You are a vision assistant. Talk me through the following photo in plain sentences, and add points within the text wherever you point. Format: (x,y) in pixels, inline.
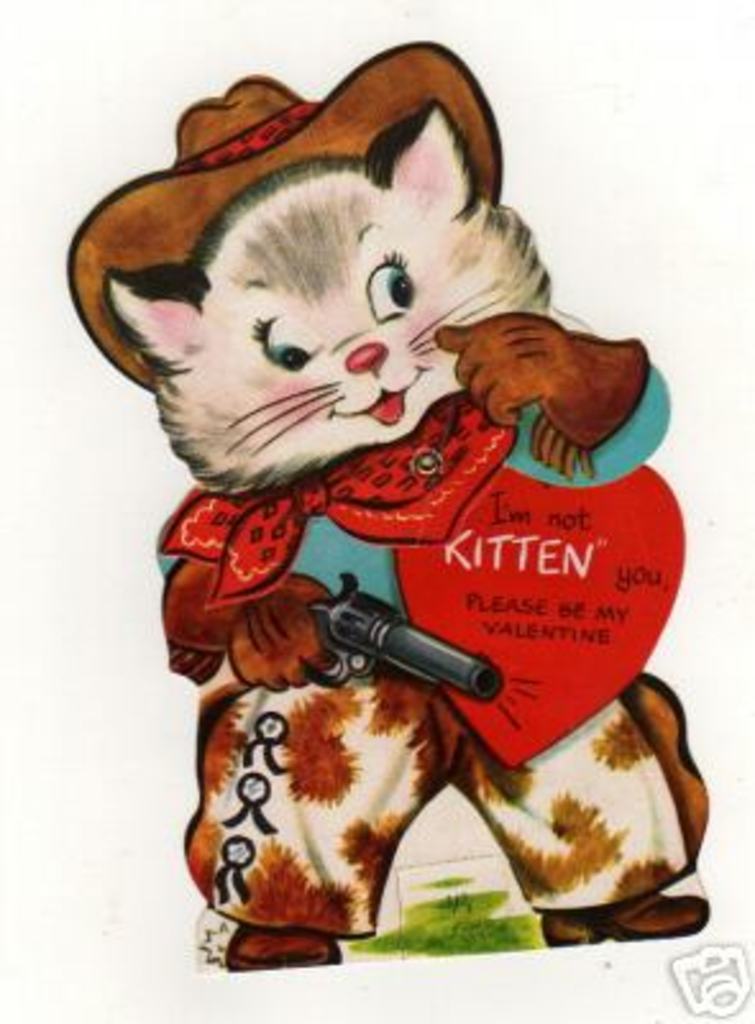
In the picture we can see some cartoon character (305,964) holding a gun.
